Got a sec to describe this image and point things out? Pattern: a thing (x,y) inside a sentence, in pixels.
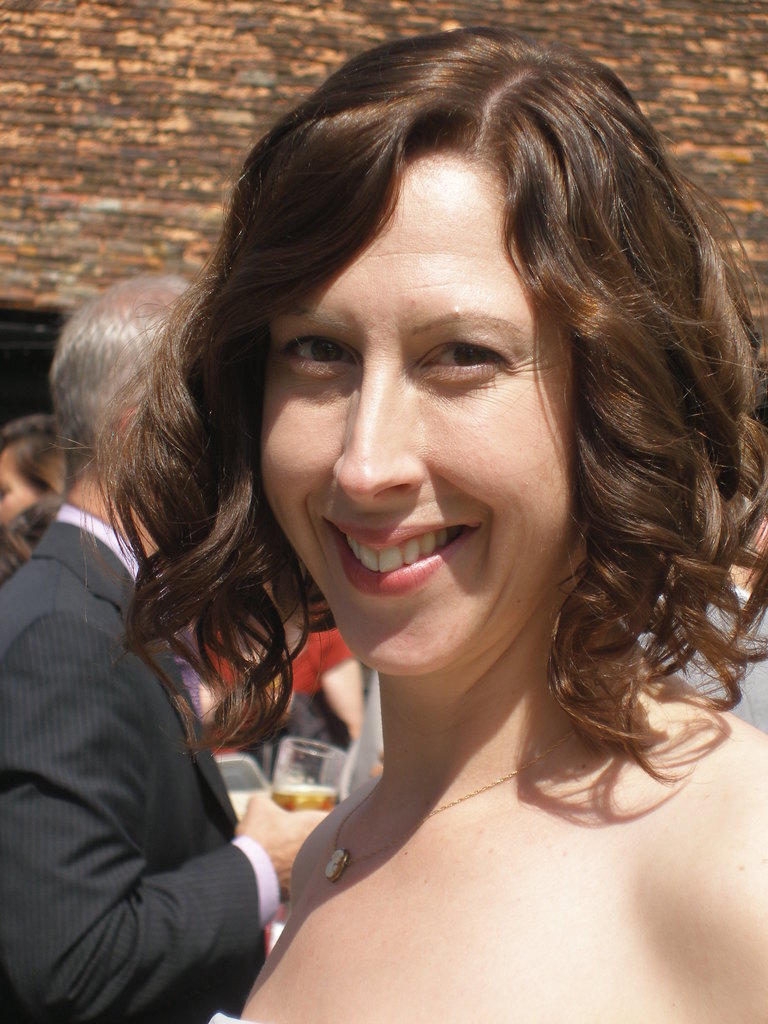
In this image I can see a woman (459,669) smiling in the front (387,751). There are other people (192,822) behind her. There is a brick wall (219,109) at the back (165,128).
